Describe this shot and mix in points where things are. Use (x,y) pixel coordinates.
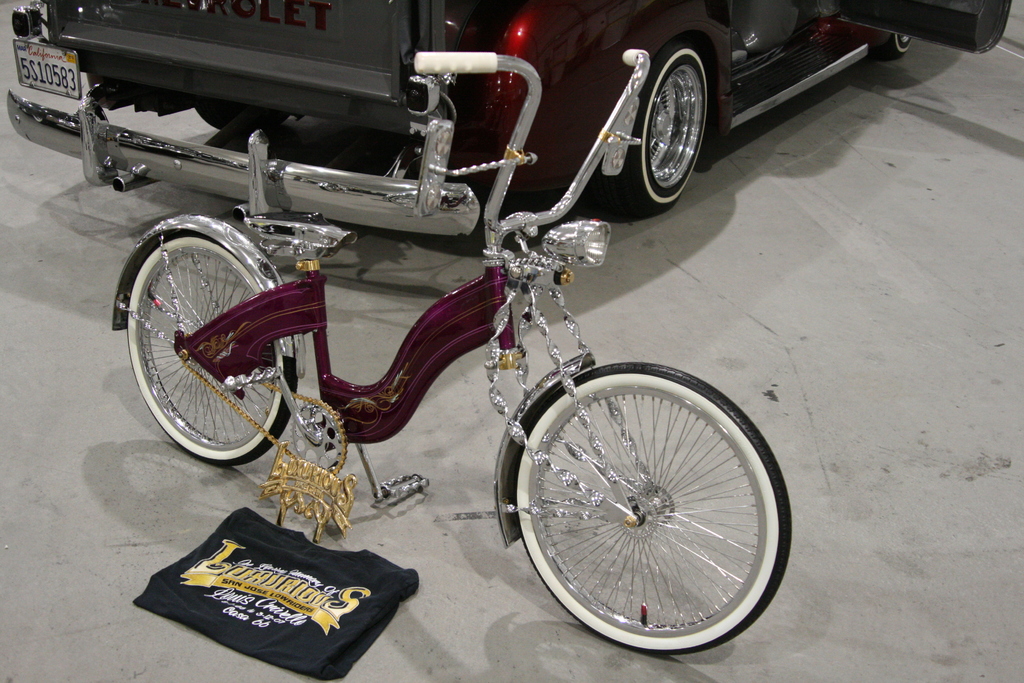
In this image I can see the bicycle (171,393) which is in purple, silver and gold color. To the side of the bicycle (437,356) I can see the vehicle (410,86) and the cloth (241,614) on the floor (861,558).
